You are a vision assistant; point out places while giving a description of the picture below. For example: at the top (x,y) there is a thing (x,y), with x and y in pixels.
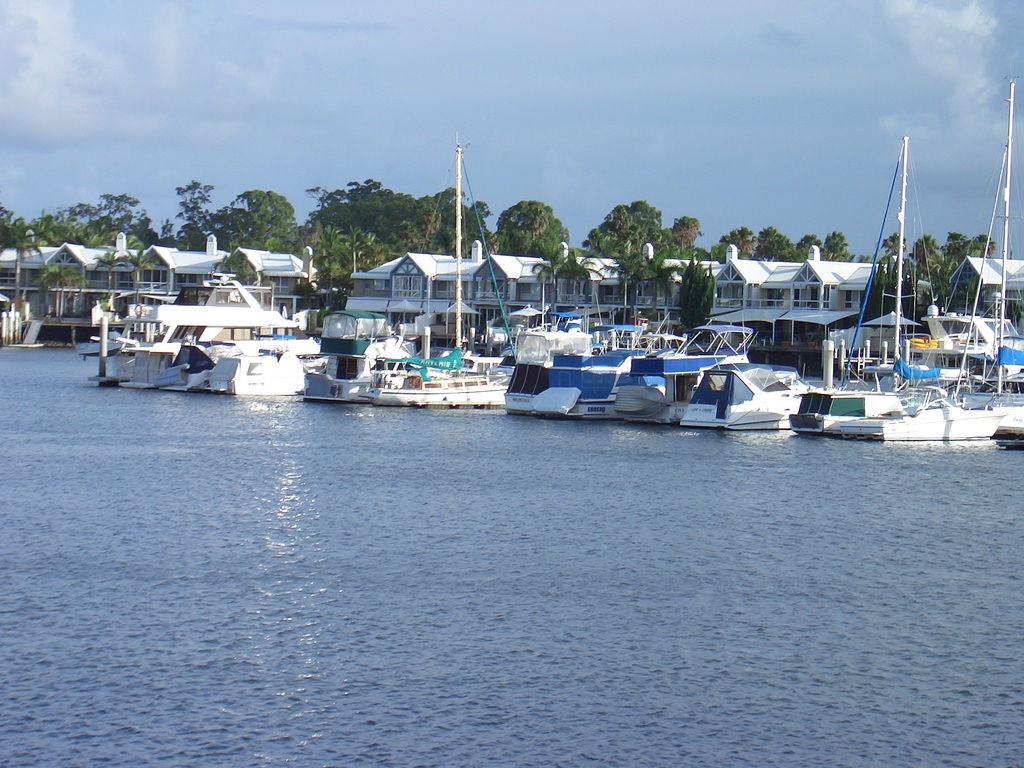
This is an outside view. At the bottom (283,558), I can see the water (539,588). In the middle of the image (559,351) there are many boats (515,353), buildings (427,282), trees (393,221) and poles (458,233). At the top of the image (493,90) I can see the sky (361,74).
